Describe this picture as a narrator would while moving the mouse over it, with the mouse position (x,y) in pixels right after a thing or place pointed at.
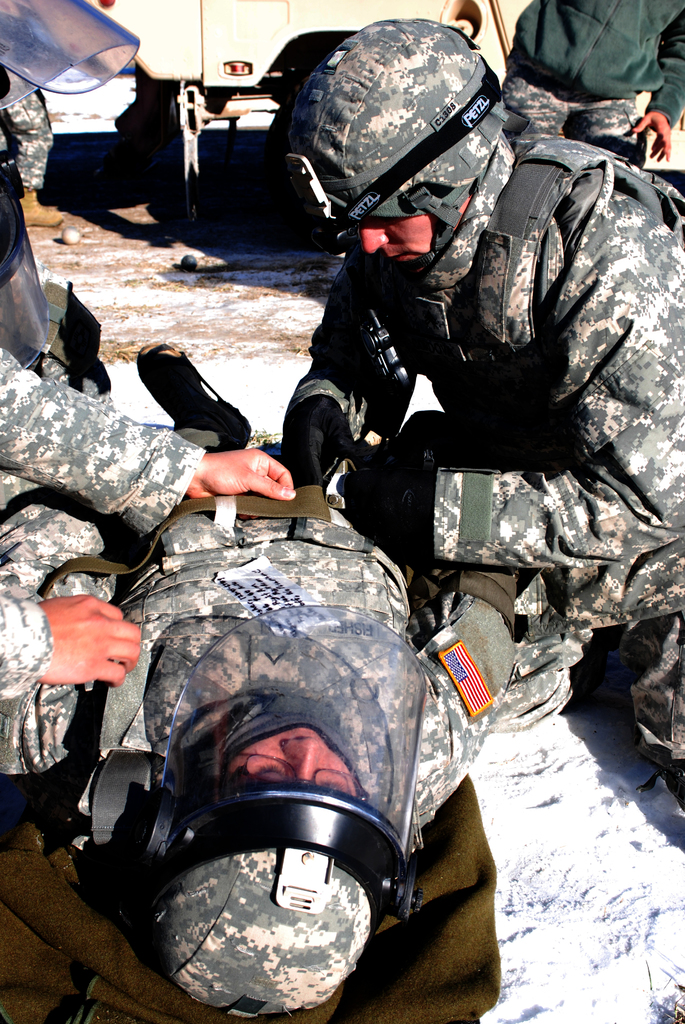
In this picture, we can see a few soldiers (498,667) among them a soldier (373,689) is lying on the mat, we can see the ground (266,203) with some objects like mat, balls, and we can see the ground (249,132) is covered with snow (237,134), and we can see some object (185,103) in the top side of the picture (334,6).
